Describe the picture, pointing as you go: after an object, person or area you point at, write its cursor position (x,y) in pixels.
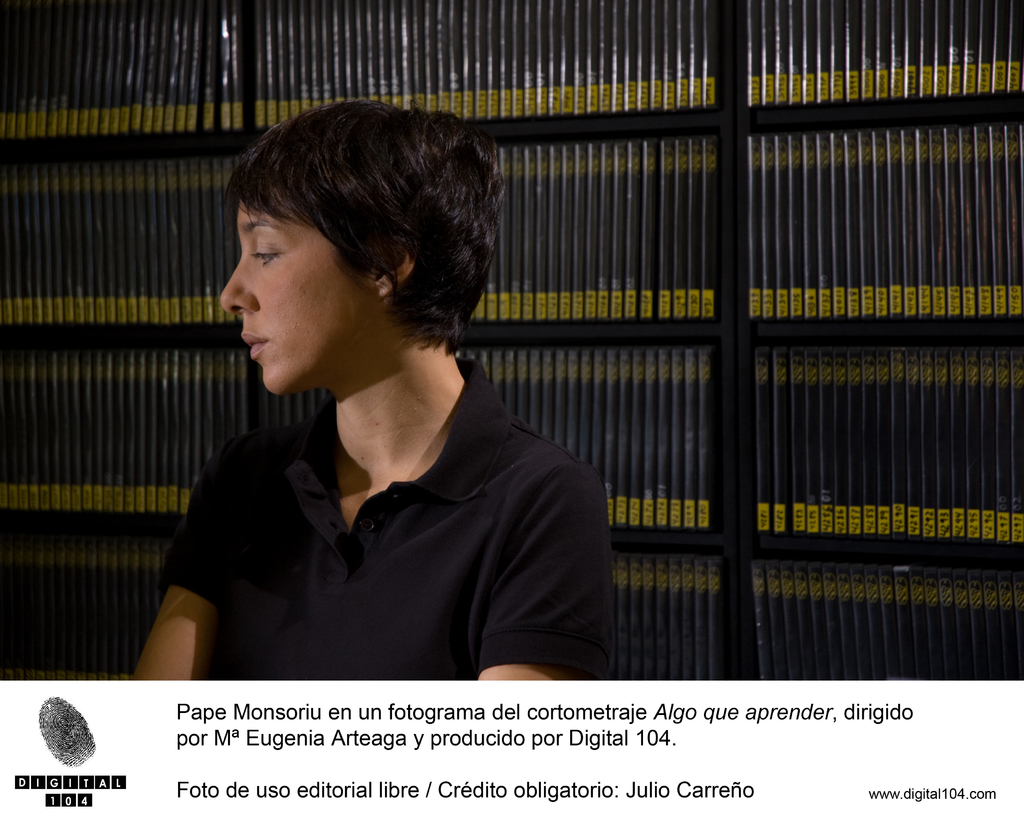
This image looks like an advertisement. There is text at the bottom (531,737). There is a person (365,331) in the foreground (414,519). There is a rack (483,329) with books (825,312) in the background (781,495).
